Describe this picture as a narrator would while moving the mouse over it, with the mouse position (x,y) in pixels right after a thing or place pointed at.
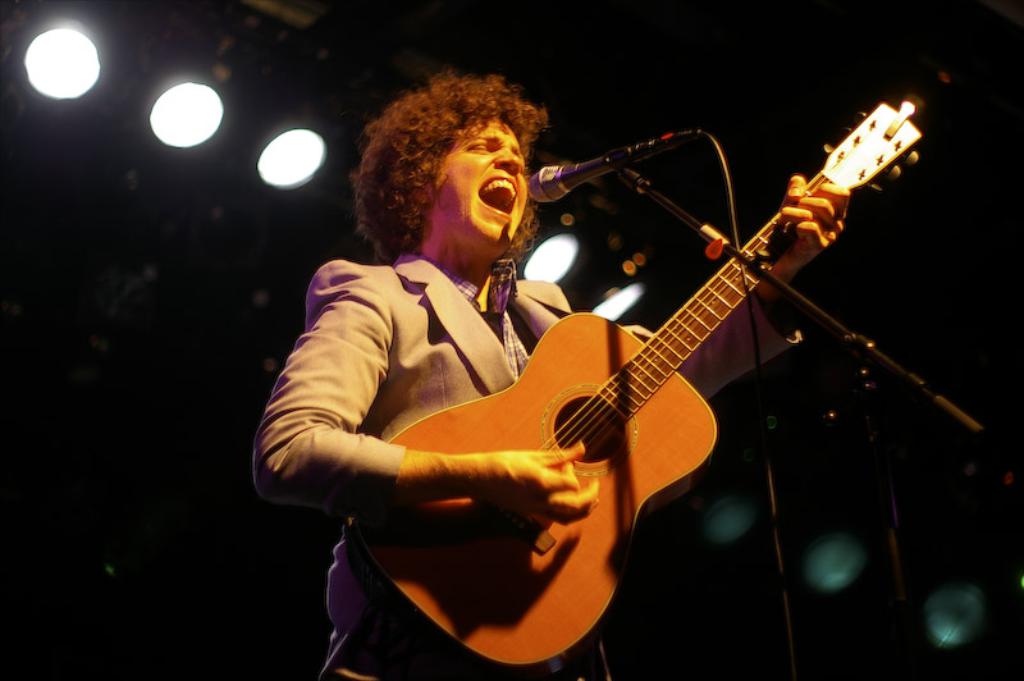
in this image a person (386,474) is standing in the middle (444,261). The person (395,624) is playing guitar (655,381) along with singing as the person's mouth (489,185) is open. In front of the person (532,339) there is a mic (591,165). On the left (56,64) there are lights (190,118). The background (22,574) is dark.
